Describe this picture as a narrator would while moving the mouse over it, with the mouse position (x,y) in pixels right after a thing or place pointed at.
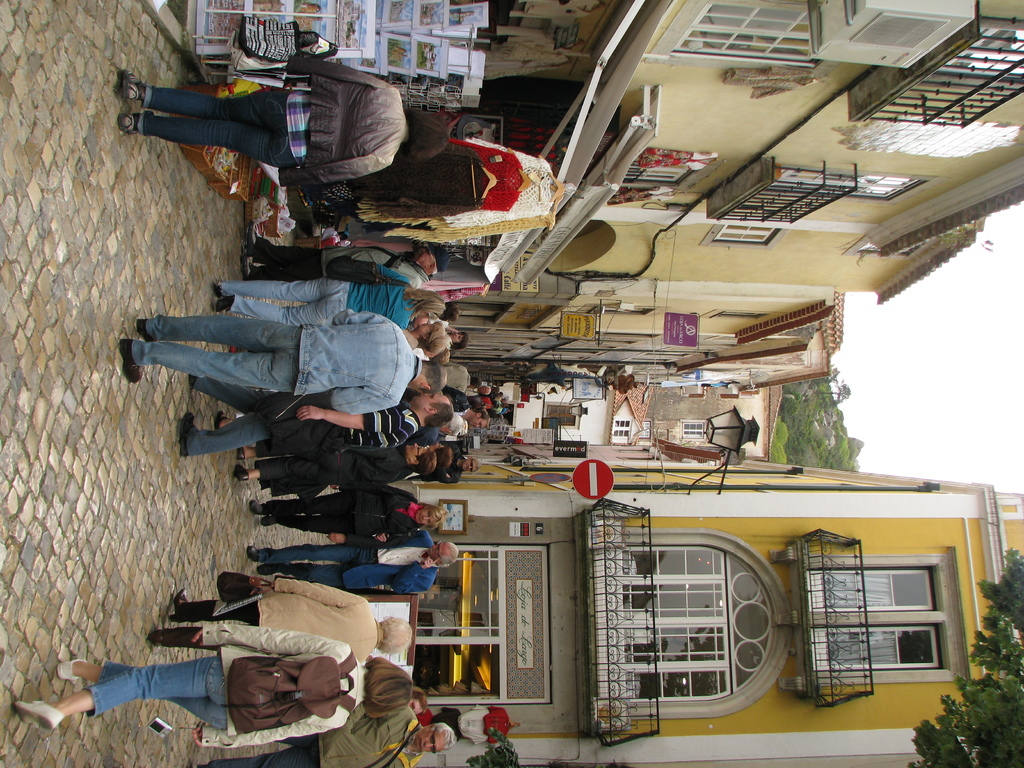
In this image people (337,423) are walking on a path (213,464), on either side of the path (200,466) there are buildings (743,517).
